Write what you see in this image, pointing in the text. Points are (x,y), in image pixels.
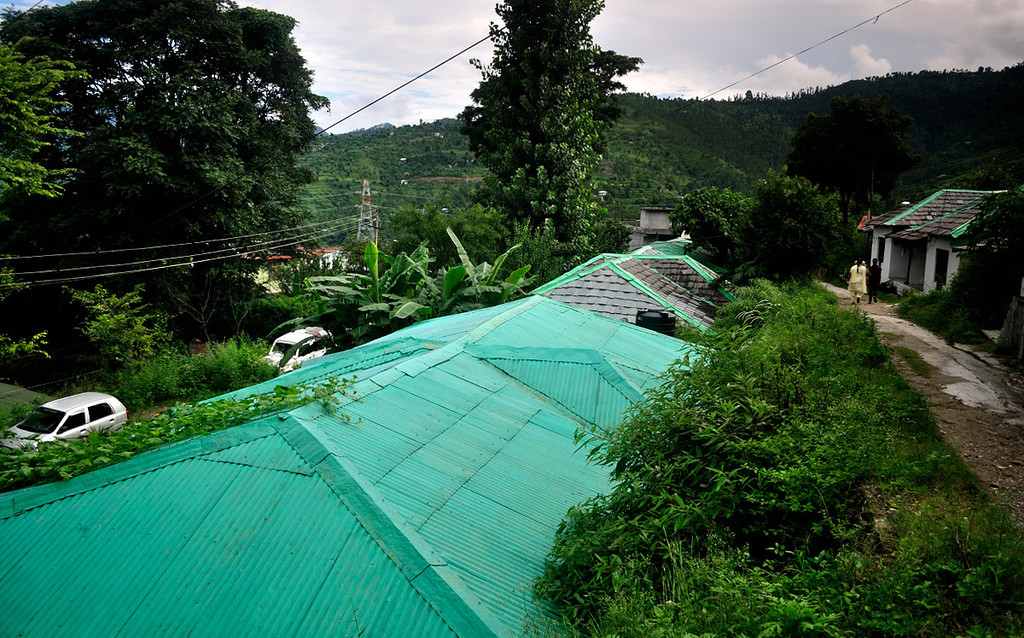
In this image in the front (816,461) there are trees (758,477). In the center (592,364) there are houses (596,364). On the right side (881,217) there are houses (926,263) and there are persons (873,278) walking. In the background (260,340) there are vehicles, trees (249,238), poles (372,212) and wires (232,237) and the sky (632,37) is cloudy.
